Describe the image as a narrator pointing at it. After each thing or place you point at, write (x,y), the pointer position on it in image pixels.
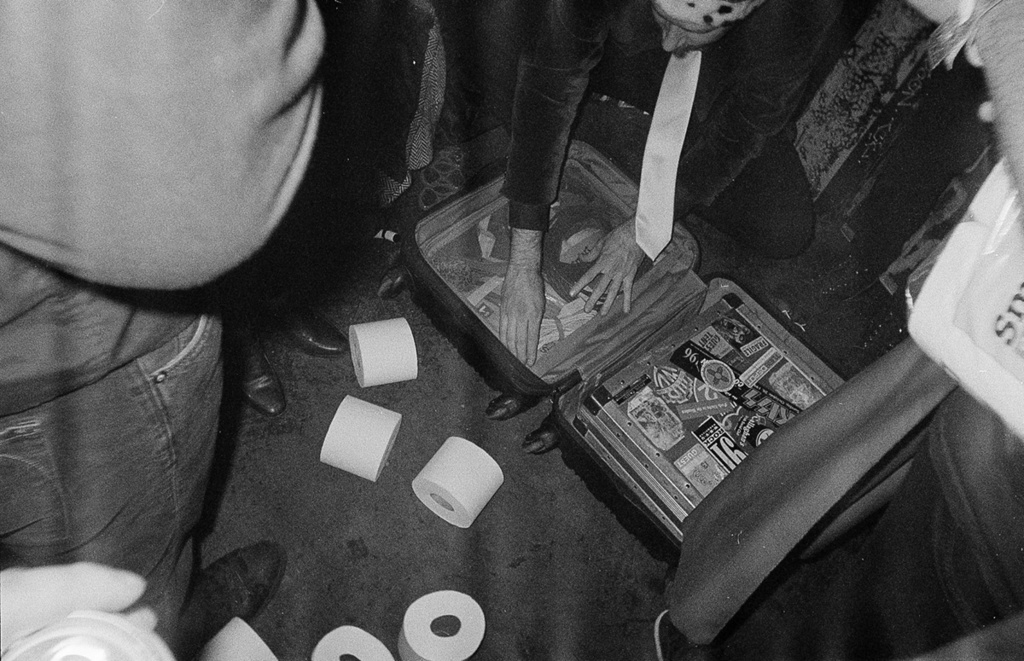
It is a black and white image there is a suitcase (491,329) which is opened and some objects (558,287) that being kept in the suitcase (611,331) by a person (710,122) and there are lot of tissue rolls (438,596) leftover on the ground (286,597) and some people (213,239) were standing around them.
